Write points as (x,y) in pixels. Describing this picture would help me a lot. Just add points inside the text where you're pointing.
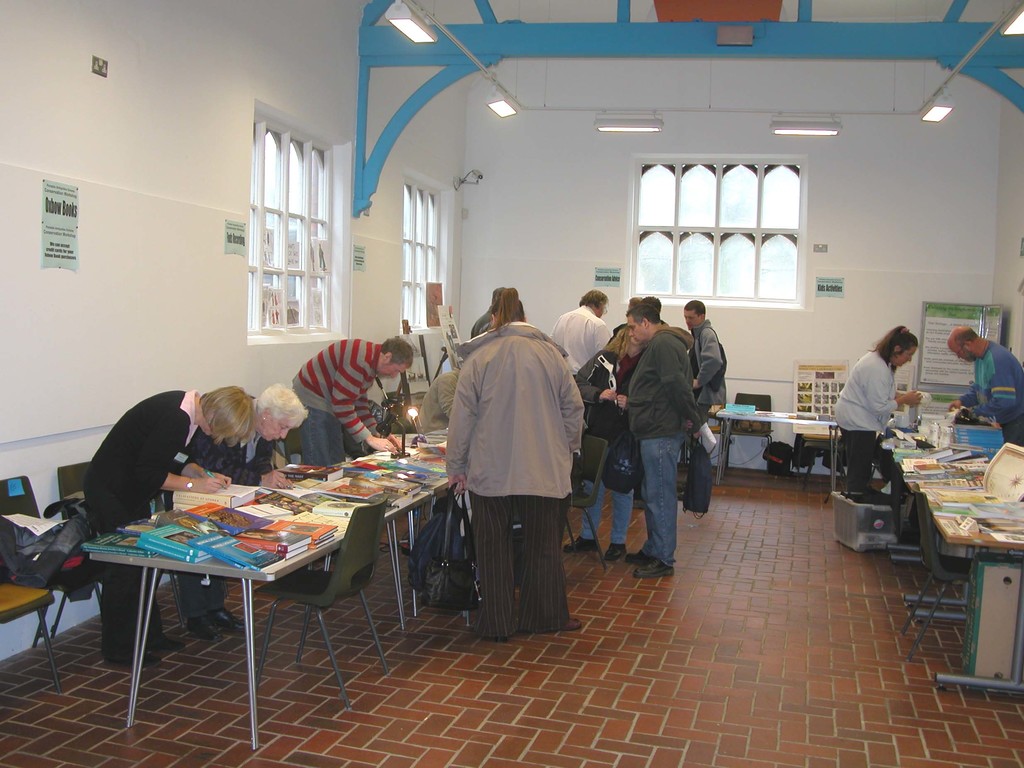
There are many people (526,454) standing here. There are many people (648,421), many tables (199,565) arranged in a line. Some of them were writing something on the table (216,494). In the background (736,203) we can observe windows (675,233) and a wall (378,310) here.
